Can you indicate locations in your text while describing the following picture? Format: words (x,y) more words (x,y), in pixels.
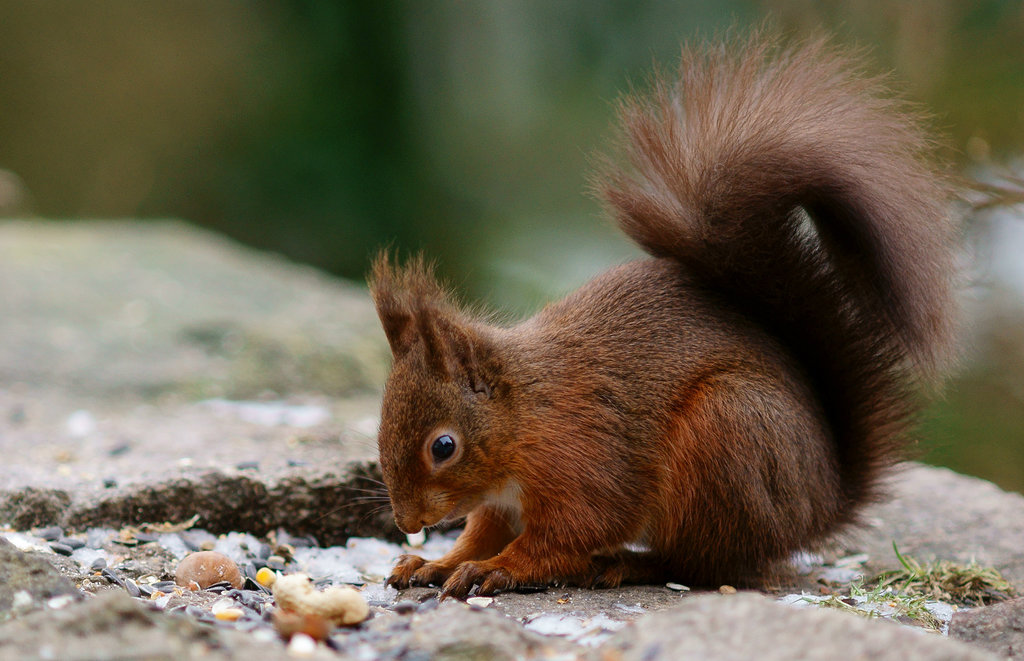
In this picture I can see a brown color squirrel (627,301) in front (562,338) and it is on a surface (308,506) and I see few things (305,537). I can also see that it is blurred in the background (389,143).
